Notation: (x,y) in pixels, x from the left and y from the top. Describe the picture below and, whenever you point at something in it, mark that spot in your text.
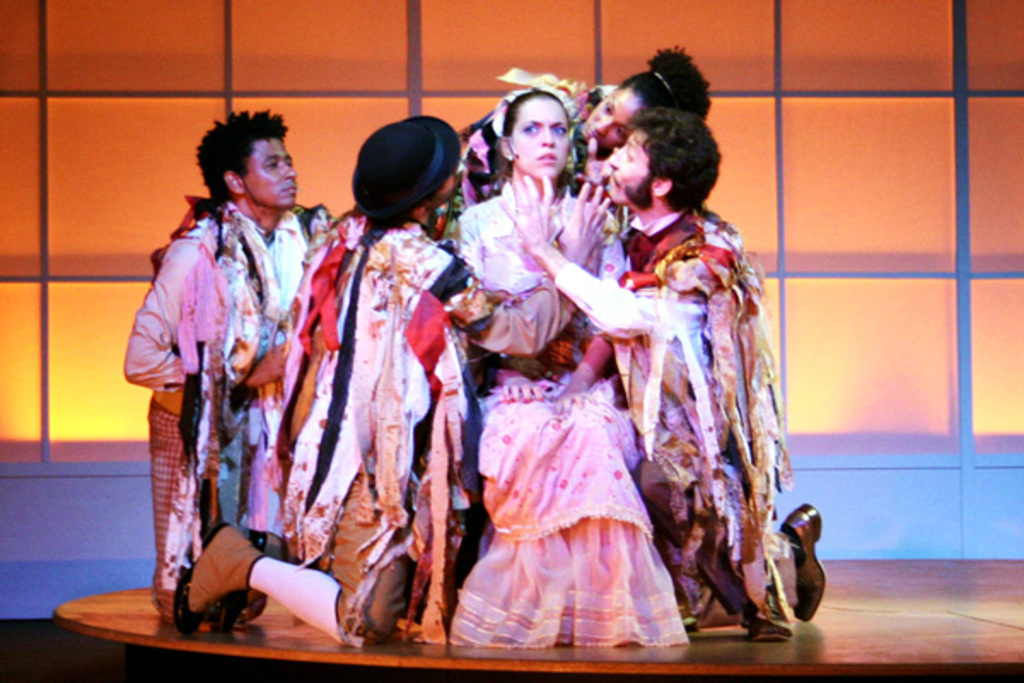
In this picture we can see a woman (521,415) is sitting and other people (415,350) are in the squat position on a wooden object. It looks like the people (372,315) are in the fancy dresses (404,325). Behind the people (383,252), it looks like a wall (829,248).
